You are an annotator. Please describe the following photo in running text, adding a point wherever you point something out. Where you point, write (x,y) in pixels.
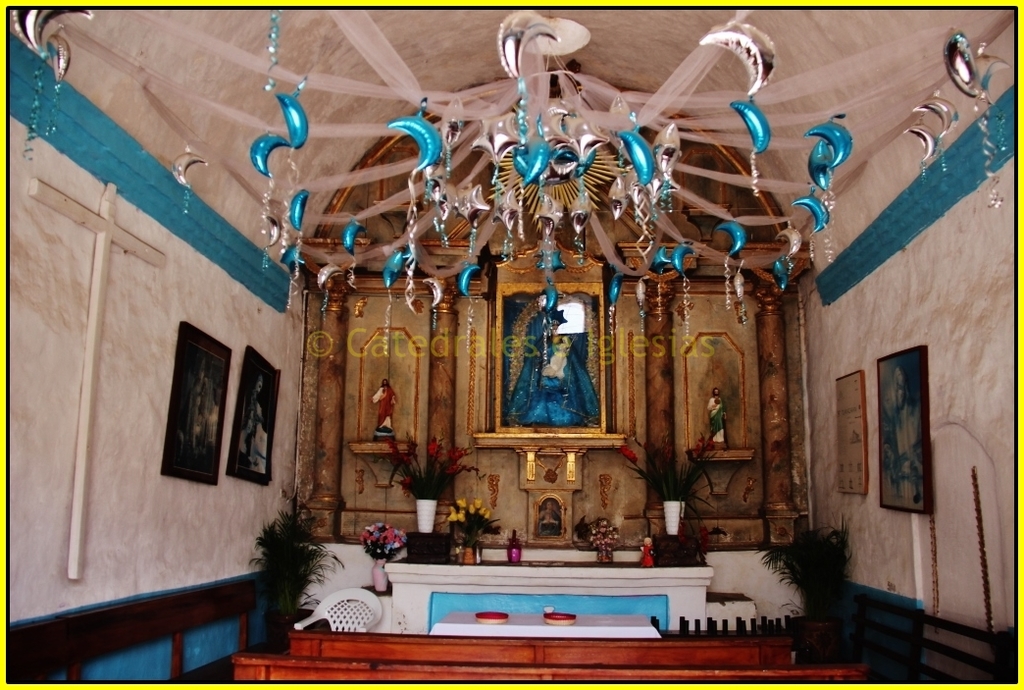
This is an edited image with the borders (15,4). In the foreground (349,638) we can see the wooden objects (486,658) which seems to be the tables (528,642) and we can see some objects (487,618) are placed on the top of the table (604,625) and we can see a chair (343,618), flower vases (463,532), potted plants (808,635) and a table like object (573,572) on the top of which we can see the flower vases (478,539) and some objects (517,554) are placed. At the top (911,29) there is a roof (927,25) and we can see the depictions of some objects (619,202) are hanging on the roof (606,42). On both the sides we can see the picture frames (848,406) hanging on the walls (237,373). In the background (679,326) we can see the objects (380,404) which seems to be the sculptures (720,398) and we can see some other objects (547,463) in the background (585,314).
